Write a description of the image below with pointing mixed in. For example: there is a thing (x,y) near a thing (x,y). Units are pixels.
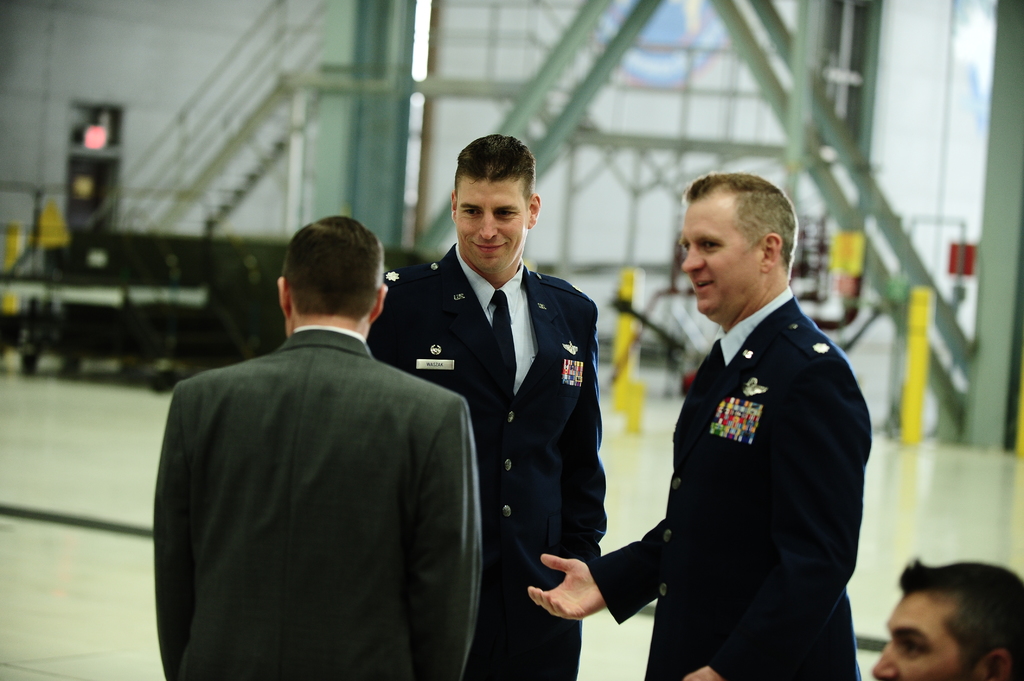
Here men (804,560) are standing, this is iron structure (757,73).
